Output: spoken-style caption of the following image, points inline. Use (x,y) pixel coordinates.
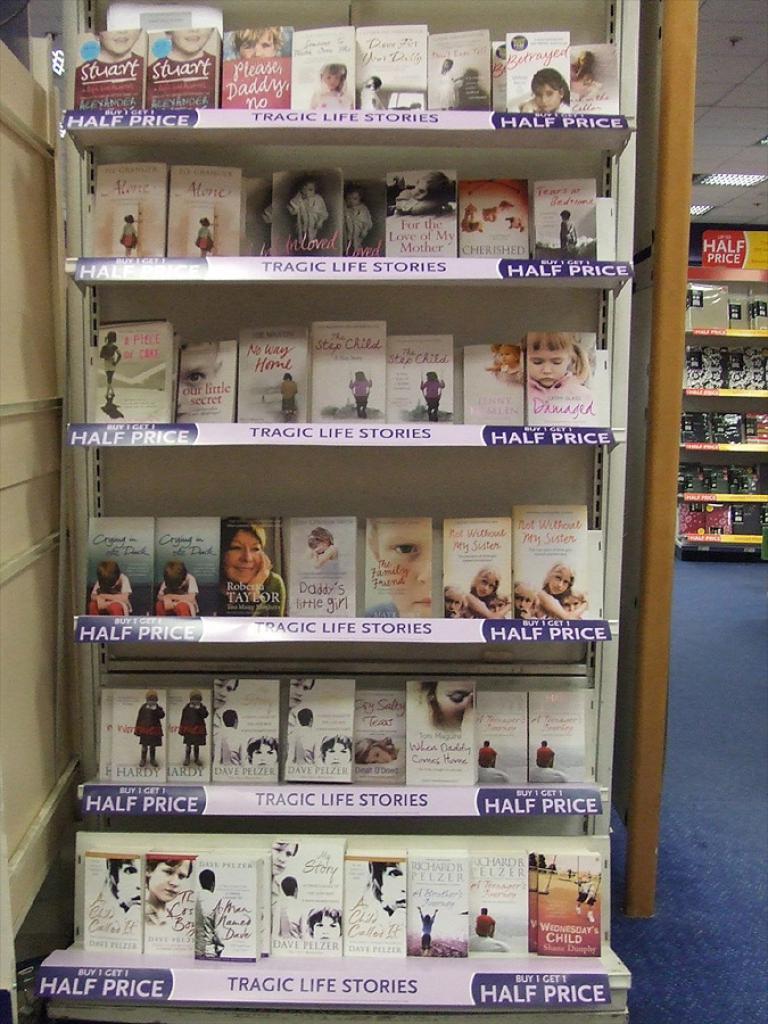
This is an inside view. Here I can see a rack (301,424) in which there are many books (328,700). On the left side (15,519) there is a door (19,634). In the background (740,358) there is another rack (712,439) in which few objects (724,426) are filled. At the top (728,175) there are few lights (715,179).
